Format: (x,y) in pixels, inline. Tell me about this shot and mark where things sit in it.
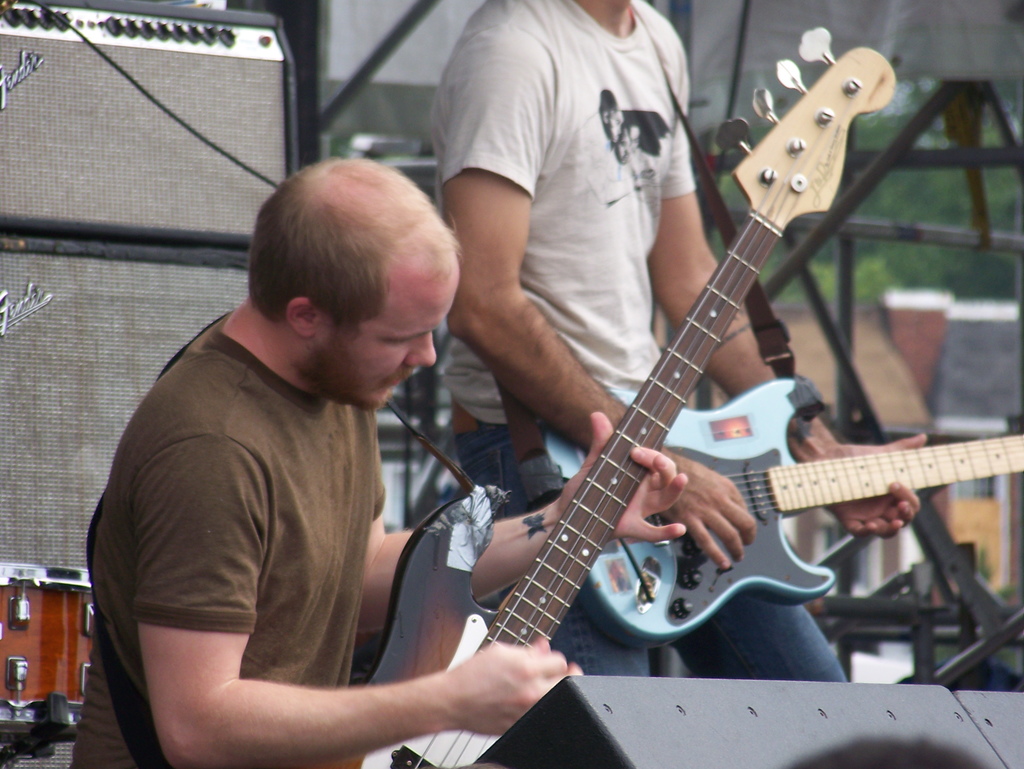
In this image I can see two people (467,99) holding musical instruments (444,598) in their hands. In the background (59,693) I can see one more musical instrument (23,654) and a speaker (105,181).
